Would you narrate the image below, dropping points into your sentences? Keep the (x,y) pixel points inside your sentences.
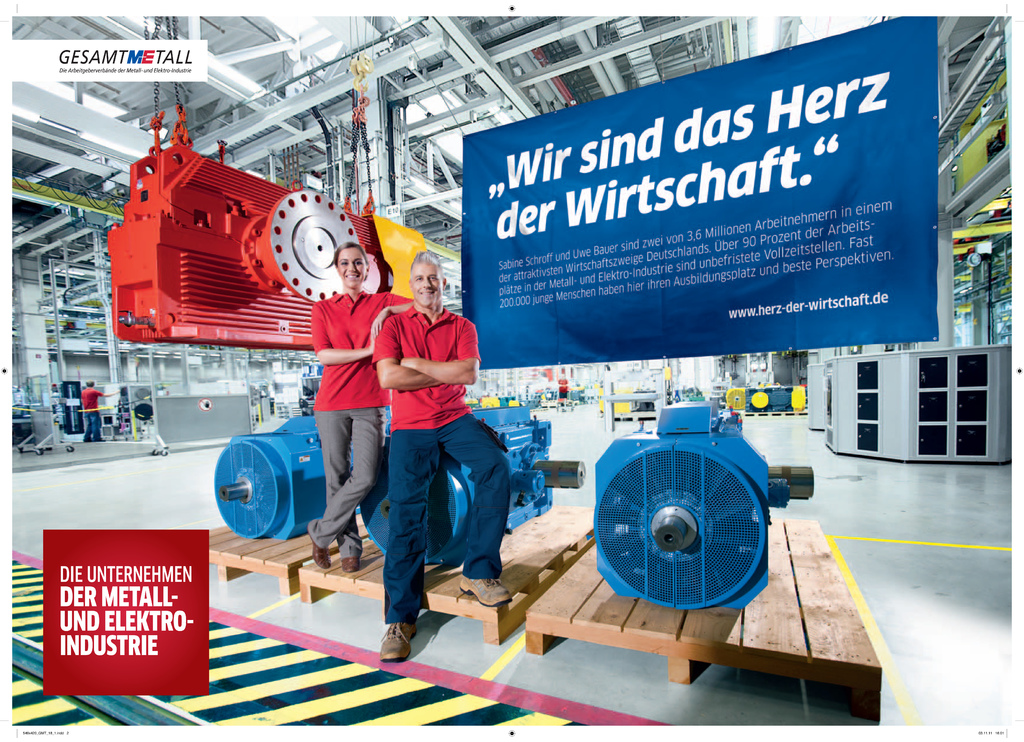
In this image we can see two persons (361,410) are standing, machines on the wooden platform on the floor (39,595) and a banner (904,205) on the right side (922,48). In the background (263,162) we can see a person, rods (106,324), machines (239,275) and other objects (663,45). At the top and bottom we can see text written on the image.
